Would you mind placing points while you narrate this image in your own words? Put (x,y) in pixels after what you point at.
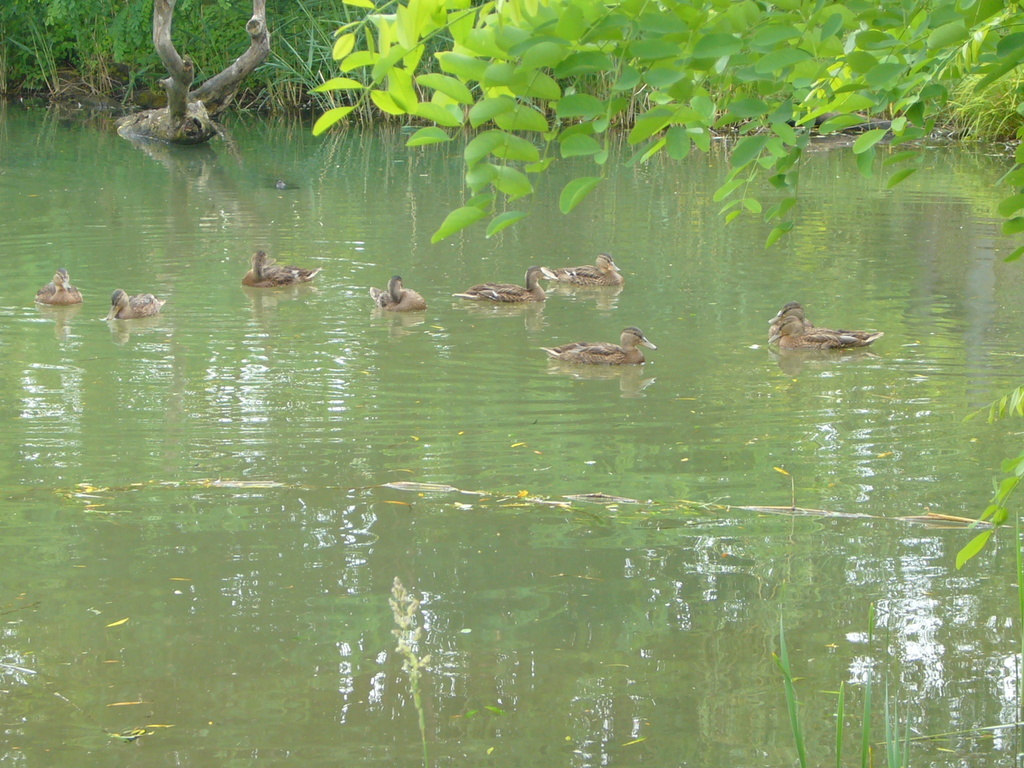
There are ducks (569,267) on the water (632,399). Here we can see leaves (652,115), branches (354,35), and grass (277,82).
